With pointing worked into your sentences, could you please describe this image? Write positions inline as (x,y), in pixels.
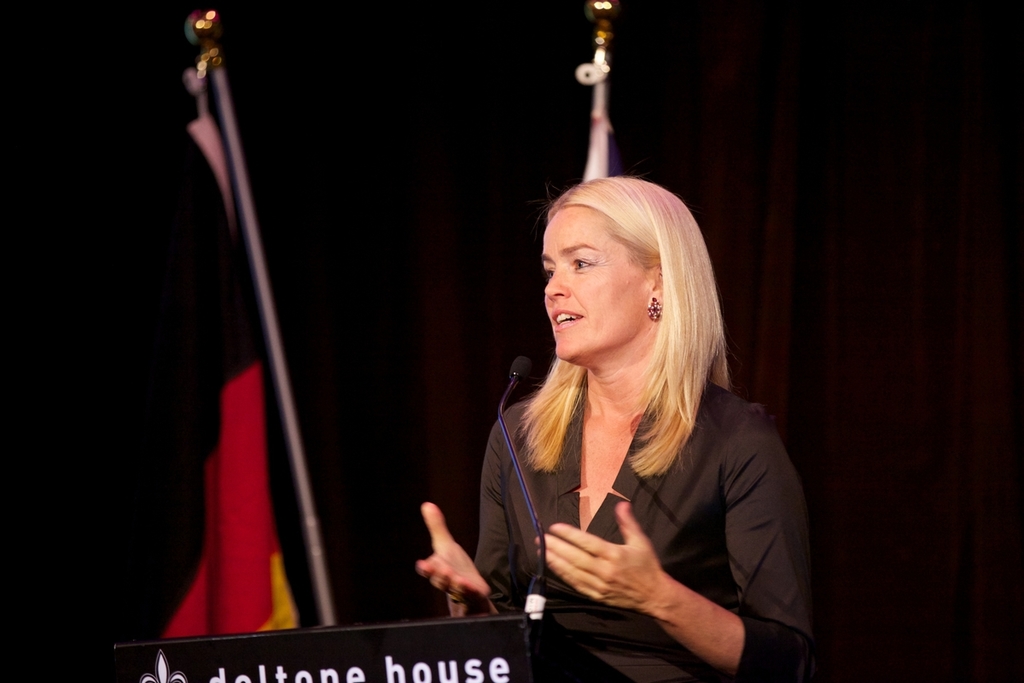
In this picture there is a lady (620,521) in the center of the image (539,428) and there is a mic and a desk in front of her, there is a black color curtain (545,114) in the background area of the image (622,124).
